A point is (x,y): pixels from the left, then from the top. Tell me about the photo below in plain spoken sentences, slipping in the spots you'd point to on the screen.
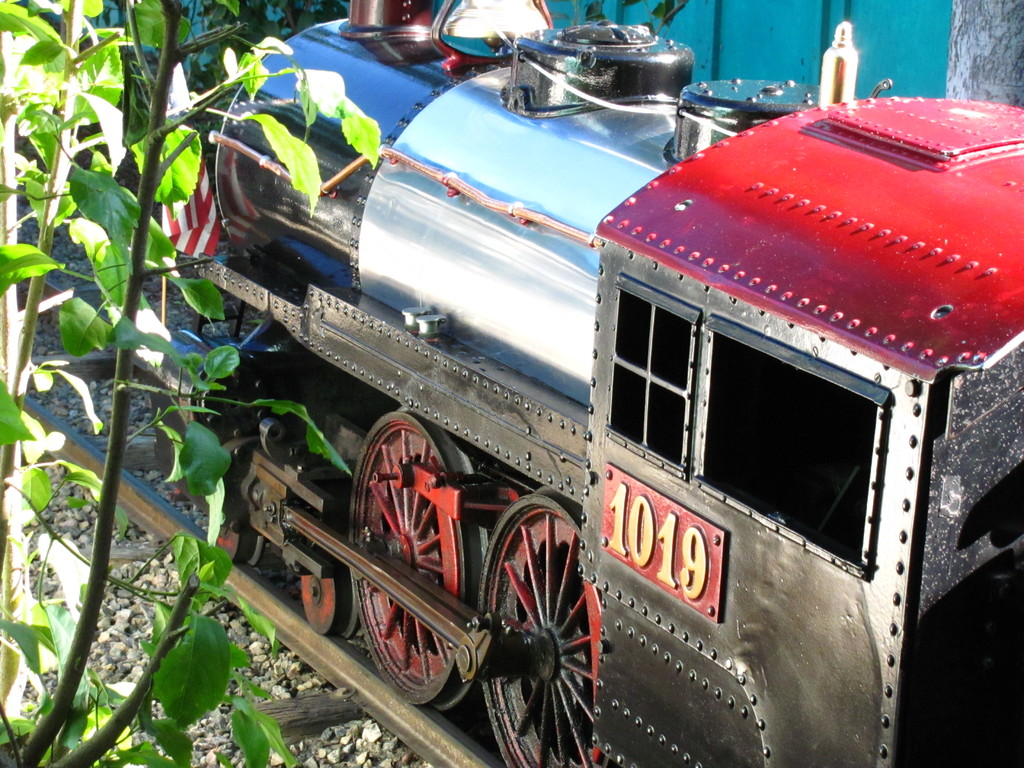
There is a train (416,566) present on a track (298,630) as we can see in the middle of this image (592,389). We can see leaves (63,573) and stems (124,376) on the left side of this image (100,569).
